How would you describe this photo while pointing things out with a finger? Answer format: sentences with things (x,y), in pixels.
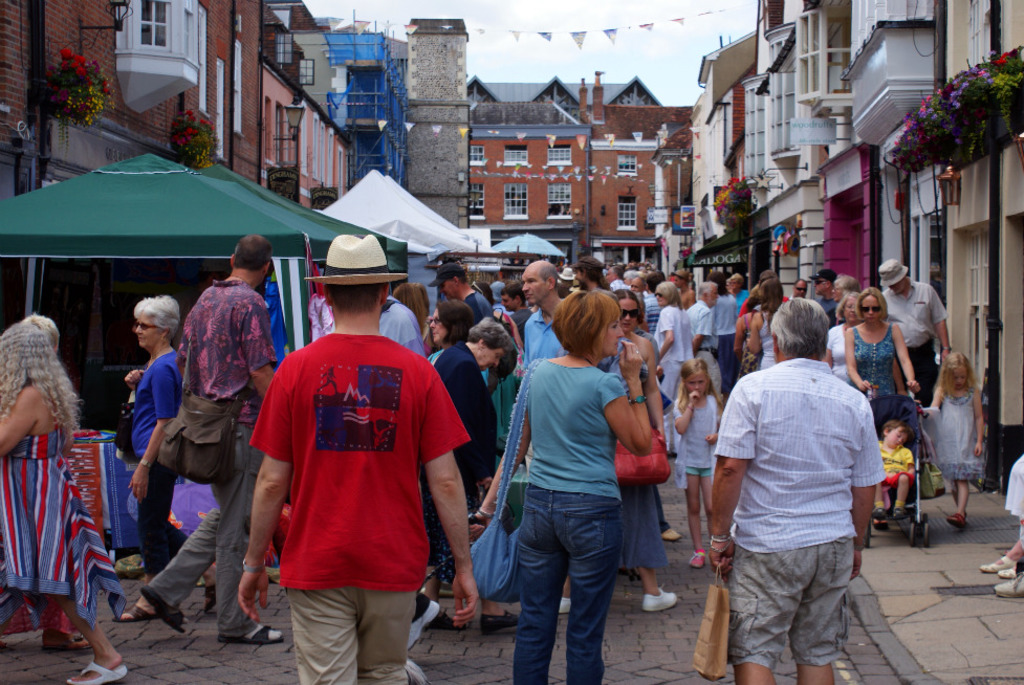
This picture is clicked outside. In the center (475,307) we can see the group of people (500,389) seems to be walking on the ground (987,543). On the left (165,210) we can see the tents (313,210). In the background (246,125) there is a sky (576,22) and the buildings (699,202) and we can see the flowers (977,107) and some boards (734,259) on which the text (711,261) is printed.
